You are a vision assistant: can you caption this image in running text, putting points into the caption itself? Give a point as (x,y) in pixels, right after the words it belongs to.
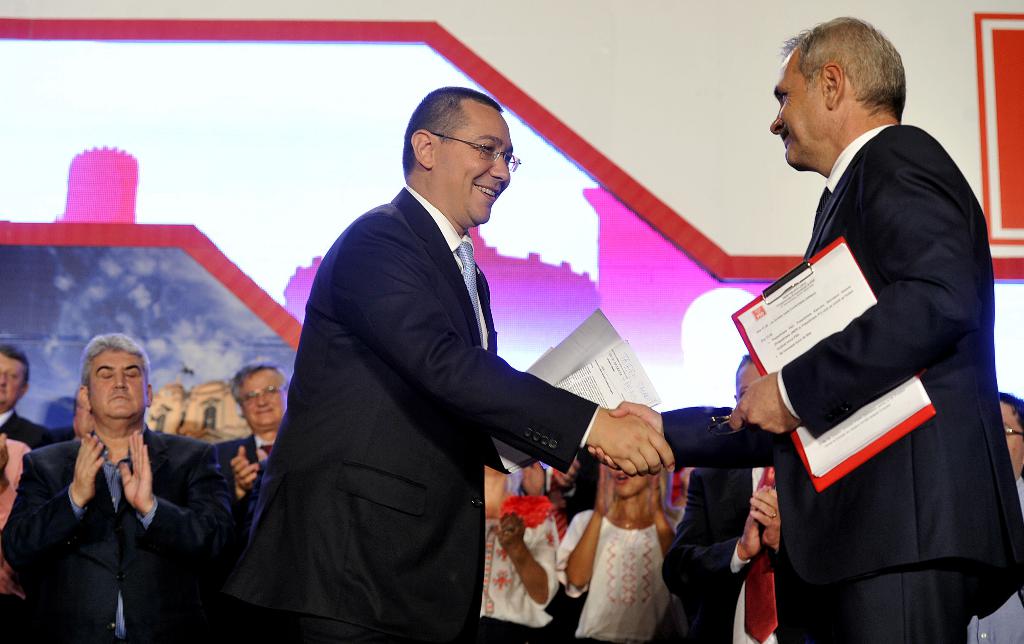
In this picture I can see few people (491,498) are standing in the back (1008,410) and I can see couple of men (794,109) shaking their hands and I can see a man (834,422) holding a exam pad (876,450) and a paper (805,297) in one hand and I can see few people (50,501) are clapping and I can see designer wall (505,196) in the back (78,286).
